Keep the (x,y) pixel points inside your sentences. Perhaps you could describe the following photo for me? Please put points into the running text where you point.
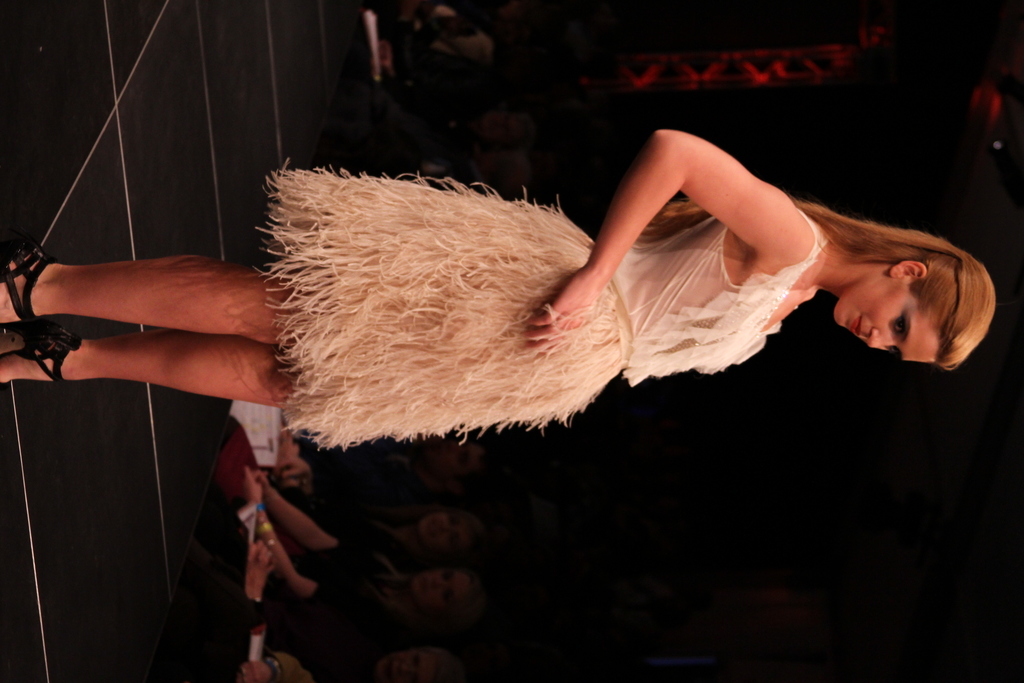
In this picture we can see a woman (67,363) standing on the floor (40,584) and in the background (256,500) we can see some people (315,458), papers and it is dark.
